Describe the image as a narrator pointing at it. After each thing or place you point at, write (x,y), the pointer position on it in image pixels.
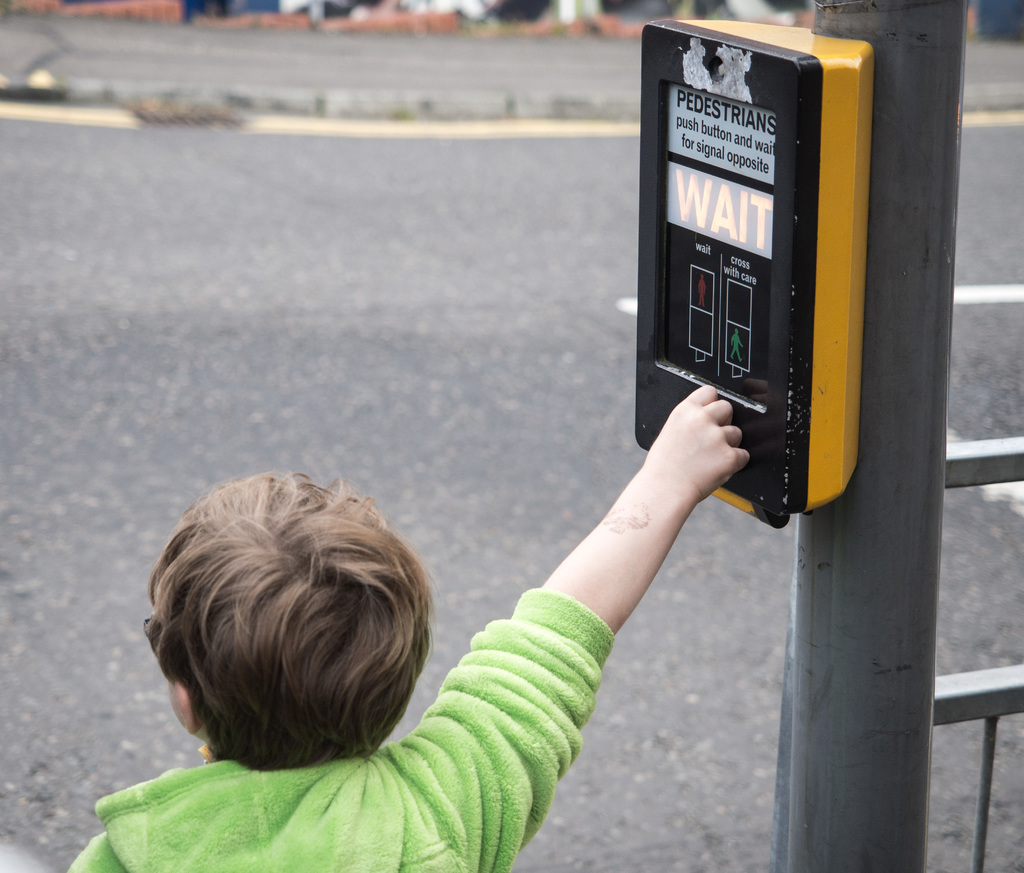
In the picture there is a boy (252,656) standing near to the pole (867,534) and catching an object (756,197).
